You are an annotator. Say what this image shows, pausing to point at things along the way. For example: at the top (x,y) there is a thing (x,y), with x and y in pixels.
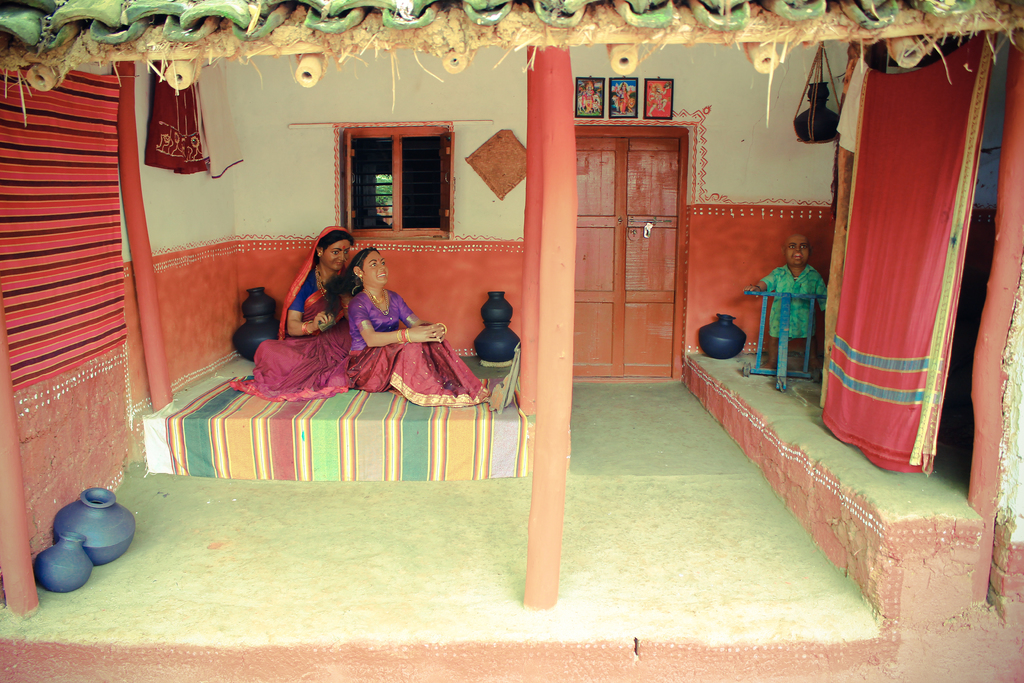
In this image we can see two sculptures (417,328) on the left side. On the right side (868,218) there is a sculpture (773,326), saree (890,269) and pot (717,335). In the background (618,256) there is a door (641,224), window (439,206) and photo frames (622,97).
